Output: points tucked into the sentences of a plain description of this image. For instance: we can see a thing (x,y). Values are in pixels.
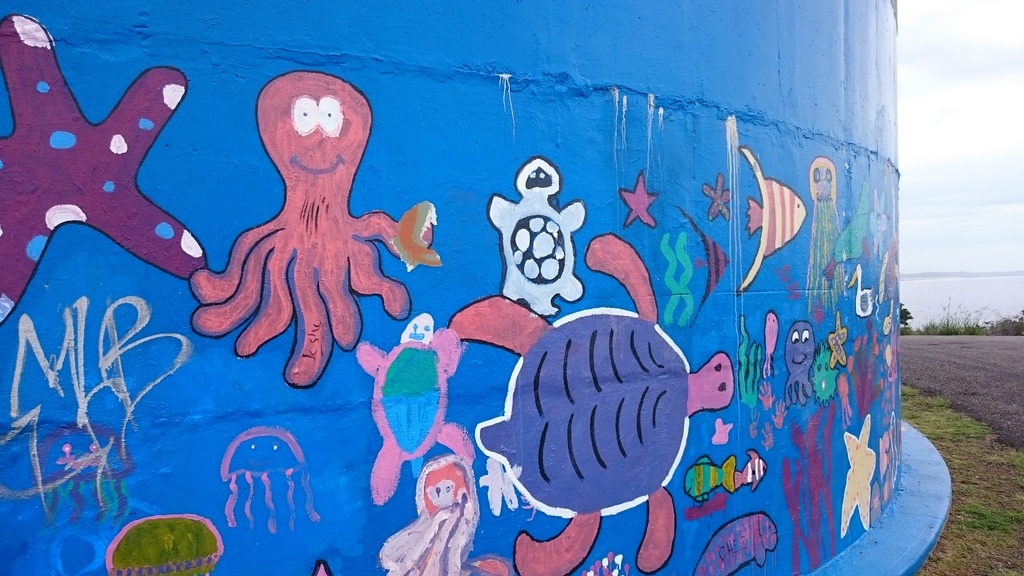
In this image, we can see the blue colored wall (541,191) with some art (769,210). We can also see some water (935,296) and the sky (984,26). We can see some plants (1009,330) and grass (954,455).
